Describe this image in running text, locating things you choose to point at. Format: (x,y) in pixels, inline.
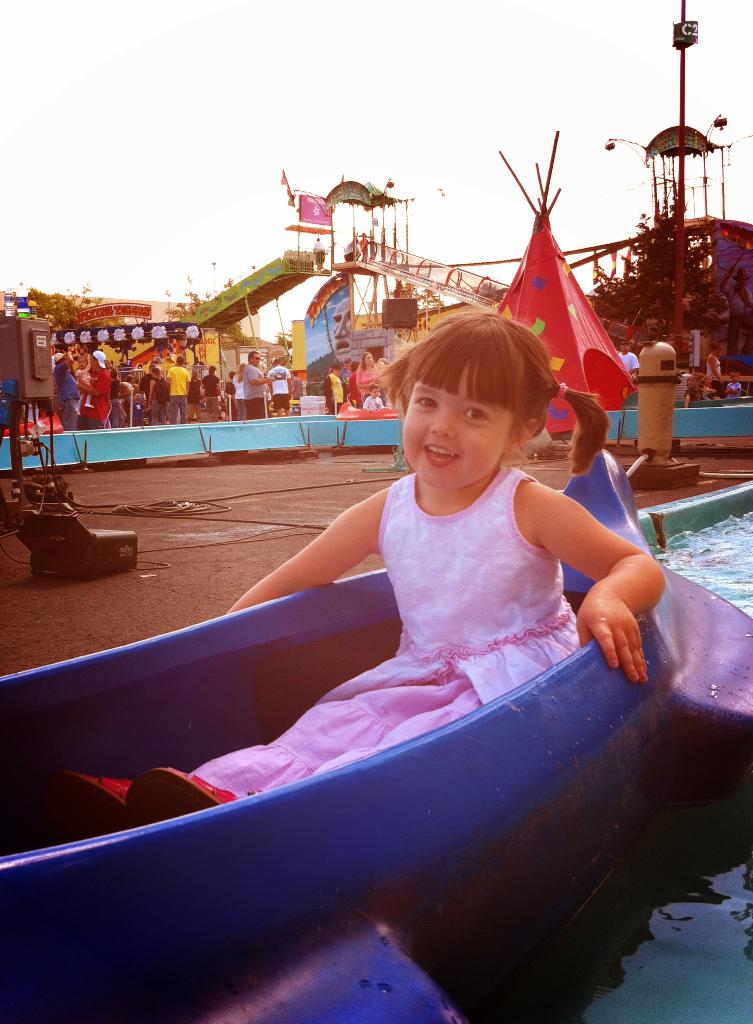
In this image there is a tub (732,497), in that tub (722,824) there is water (703,861), on that water (681,868) there is a boat (240,876), in that boat (83,873) there is a girl (387,674) sitting, in the background (394,234) there are people (72,353) standing and there are few objects (225,303) and the sky (275,16).
